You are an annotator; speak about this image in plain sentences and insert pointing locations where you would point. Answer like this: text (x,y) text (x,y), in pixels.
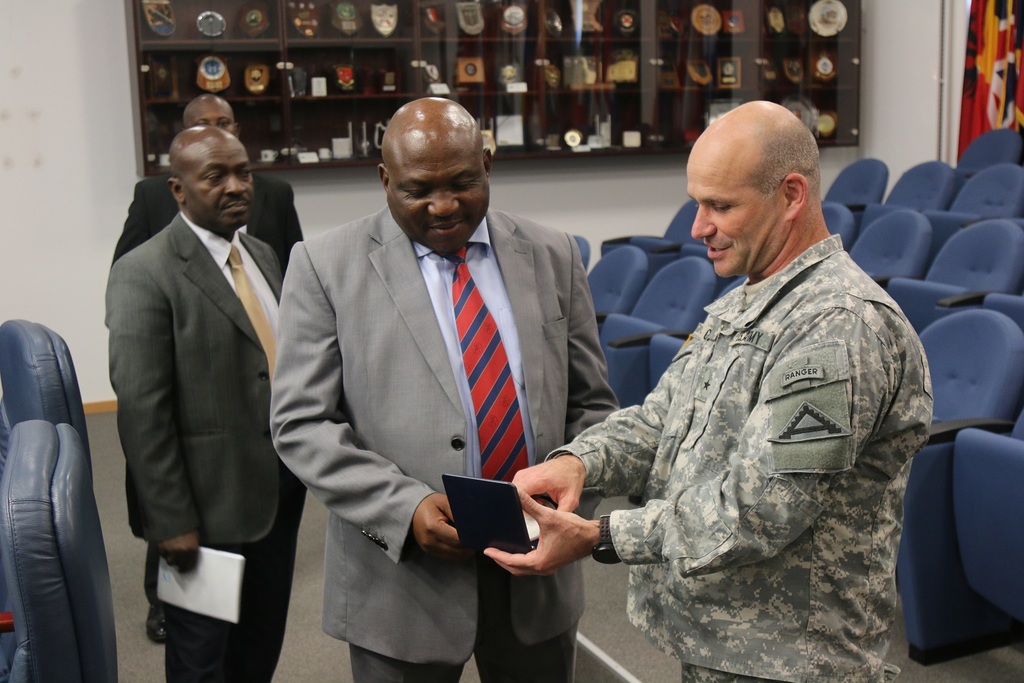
On the background (440,32) we can see a cupboard (438,48) in which there are awards (160,70). This is a wall (51,117). At the right side of the picture (947,313) we can see empty chairs (951,428) in blue colour. here we can see one man (772,480) explaining something to this man (474,407) by seeing this device (483,512). Behind these two men (367,349) there are other two men (229,309) standing. He is holding a book (209,608) in his hand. At the left side of picture (86,589) we can see chairs (59,484).
